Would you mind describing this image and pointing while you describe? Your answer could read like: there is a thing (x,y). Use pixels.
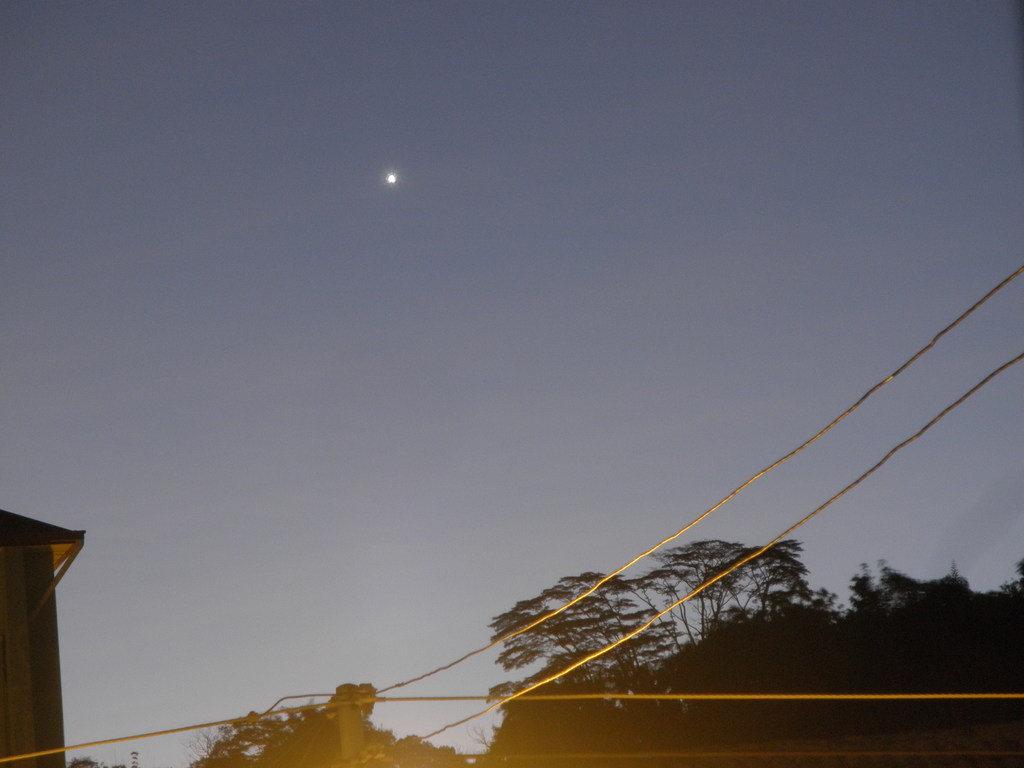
In this image we can see trees (664,690), ropes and other objects (10,645). At the top of the image (506,65) there is the sky (387,343) and moon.
